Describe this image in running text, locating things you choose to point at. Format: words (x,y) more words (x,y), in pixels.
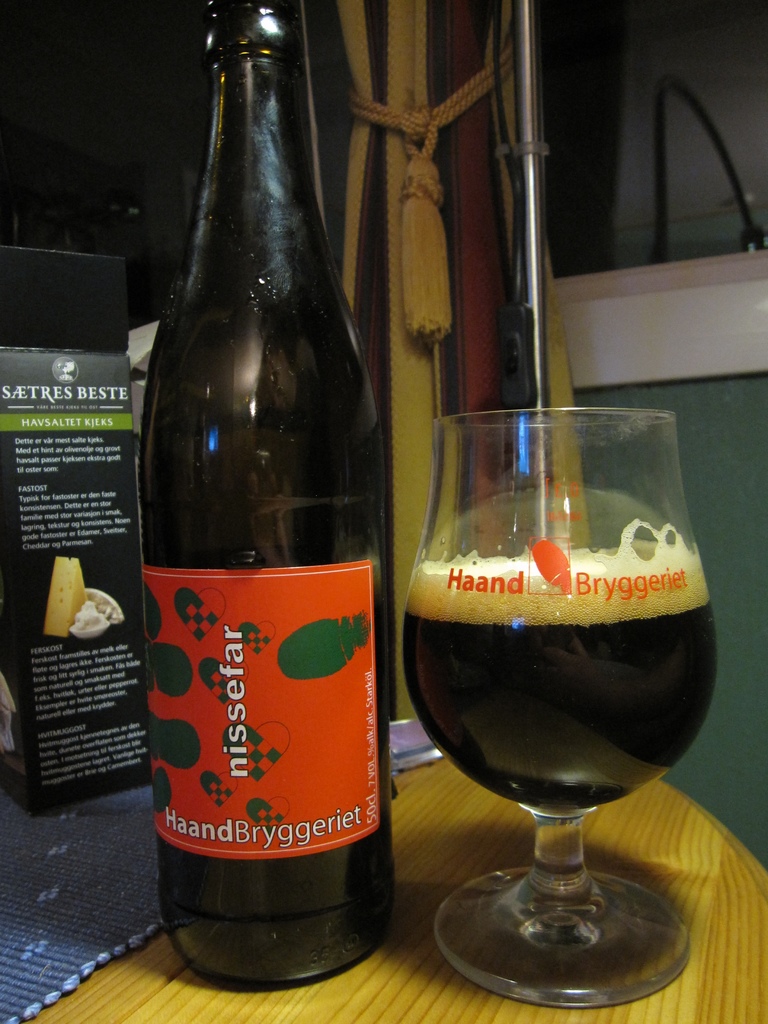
In this image there is a bottle (291,488) and glass (507,472) beside the bottle (272,533). There is a label (246,714) with text (239,736) on it. On the glass (593,573) there is text (521,579) and in it there is drink (568,715) and foam (581,605) on it. Beside the bottle (246,730) there is another box (31,598). On the table (161,981) there is a cloth (33,881). In the background (112,81) there is wall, a curtain (403,101) tied to a pillar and a rod (526,240).
